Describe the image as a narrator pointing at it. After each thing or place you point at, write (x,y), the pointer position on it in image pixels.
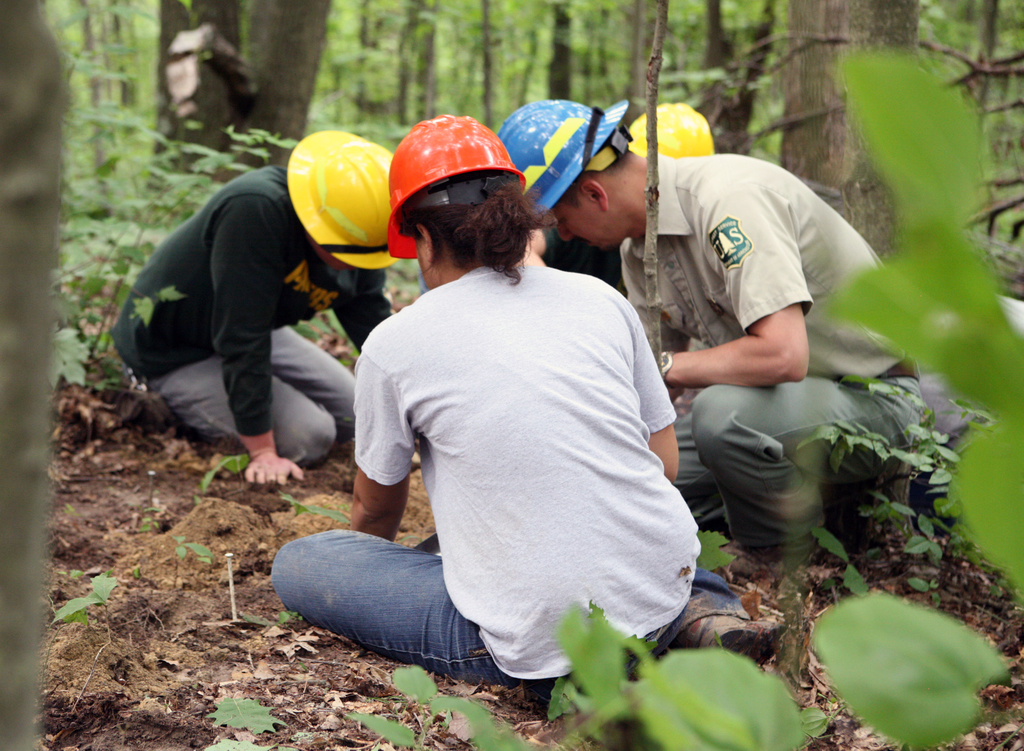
There are few people (429,198) wearing helmets (387,203). They are sitting on the ground (149,572). There are plants (396,46) and trees (391,4).
